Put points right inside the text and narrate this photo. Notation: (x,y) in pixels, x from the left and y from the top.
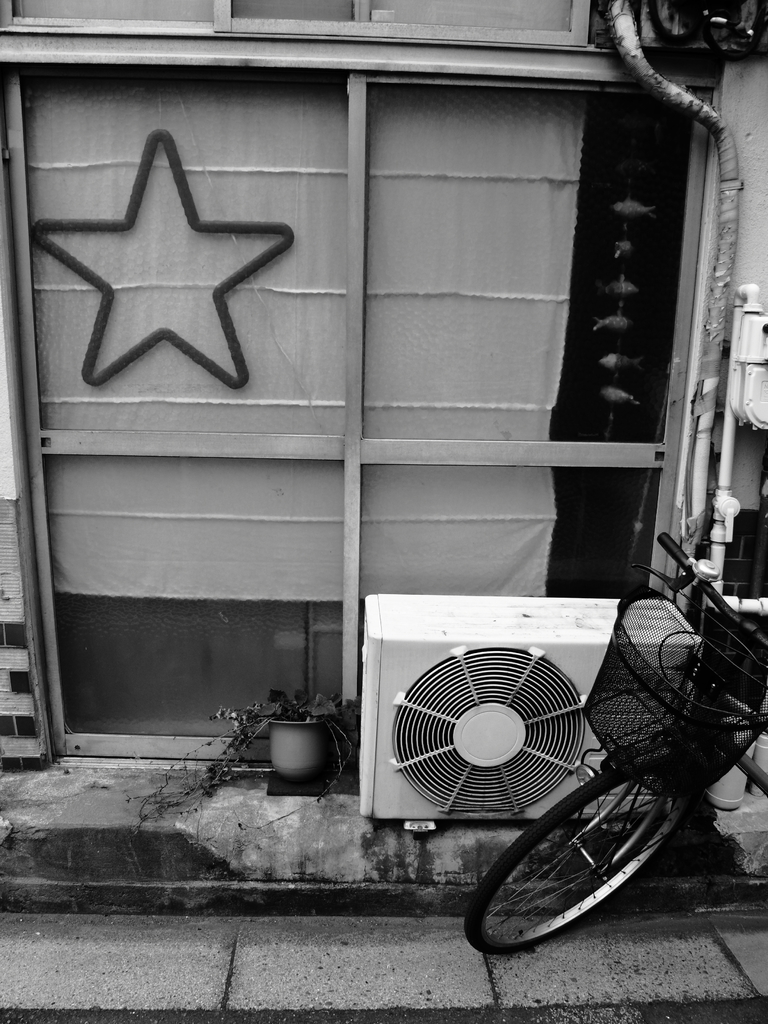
On the right side of the image (703,661) we can see a bicycle (714,685), few pipes (731,267) and air conditioner outdoor unit (512,660), on the left side of the image (76,226) we can find a star symbol (258,259) on the glass (253,325), it is a black and white photograph.
